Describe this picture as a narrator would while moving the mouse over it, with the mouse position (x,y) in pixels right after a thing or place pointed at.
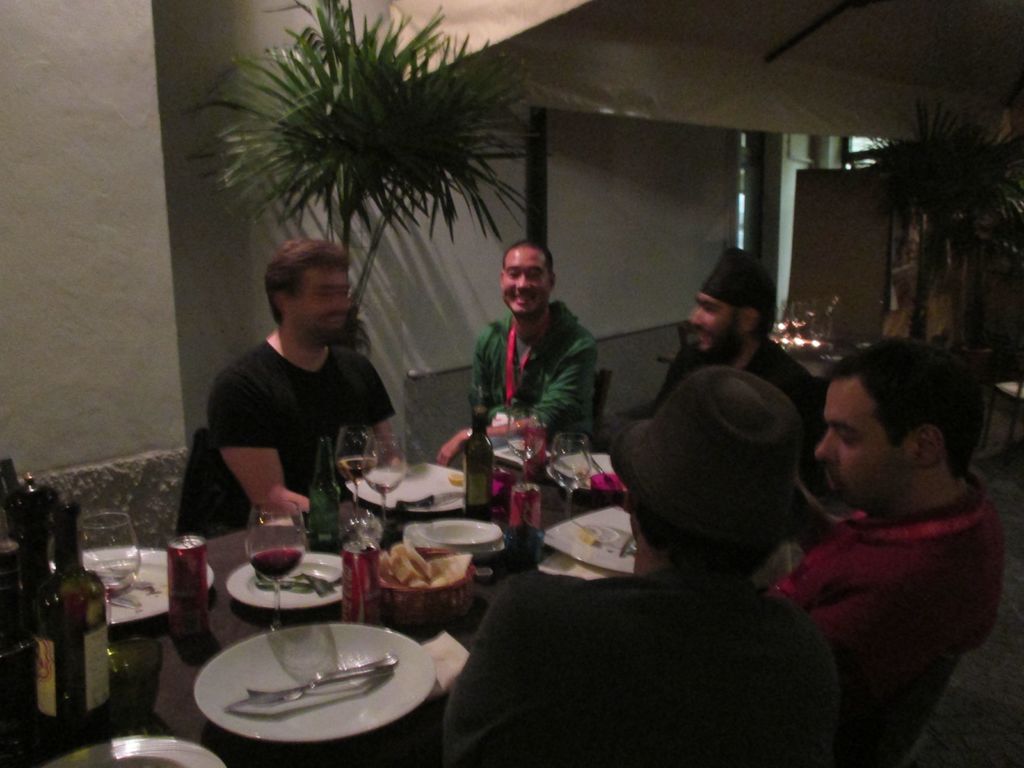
This is a picture taken in a restaurant (476,247). In the foreground of the picture (225,623) there is a table (165,637), on the table (285,757) there are plates (425,467), glasses (394,486), bottles (328,551), spoons (360,665), bowls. There are people (230,437) seated around the table (213,590). On the right (928,234) there is a plant (928,234) and in the center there is another plant (340,154). In the background (275,205) there is wall (666,210).
